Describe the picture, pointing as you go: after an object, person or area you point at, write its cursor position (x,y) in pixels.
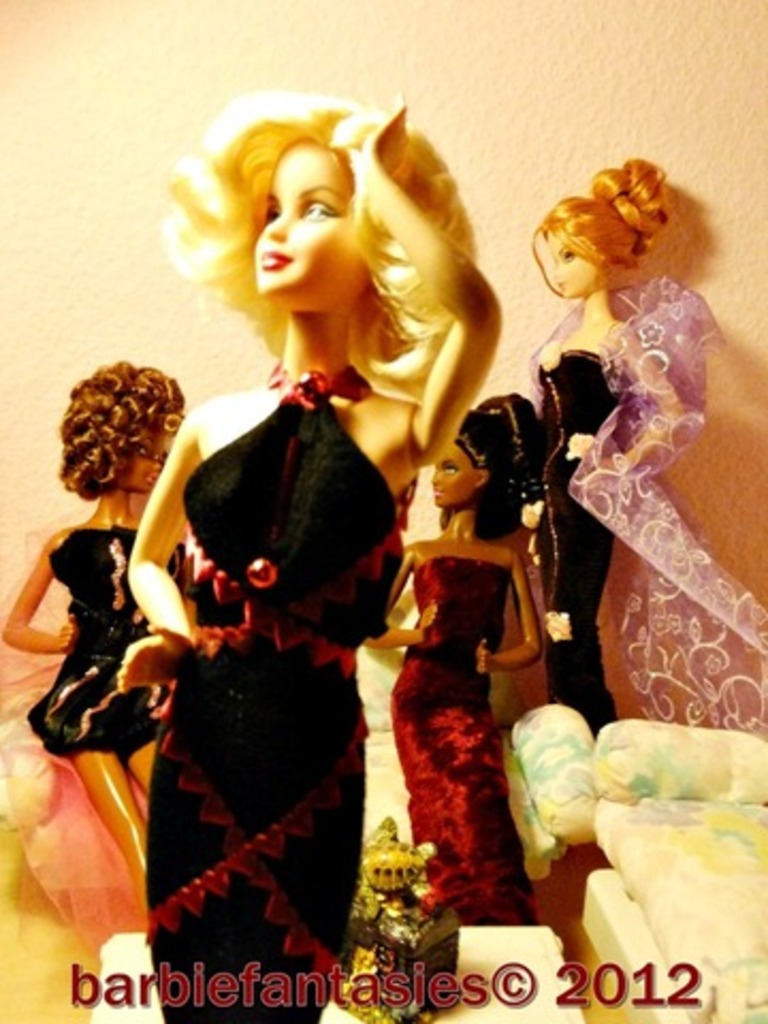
In this image I can see barbie dolls (336,705). Here I can see a watermark (365,971). In the background (133,214) I can see a wall (526,95).
